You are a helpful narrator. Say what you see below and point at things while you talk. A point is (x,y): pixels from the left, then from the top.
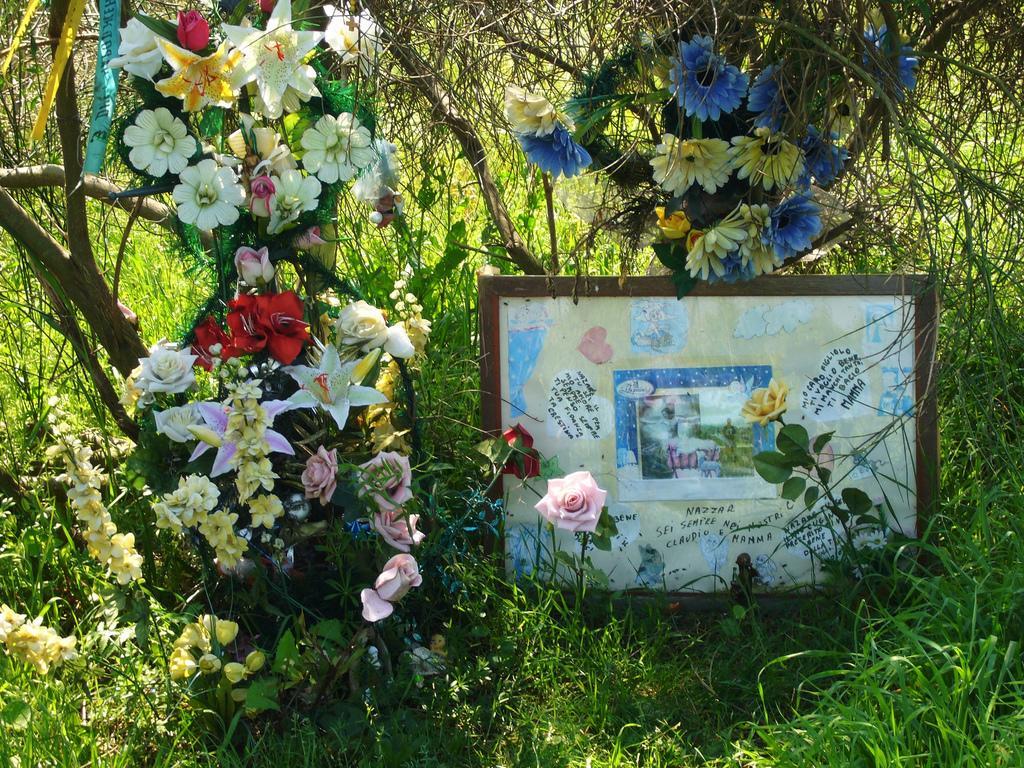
In this image we can see flowers (242,191), trees (4,197), plants (398,425) and photo frames (637,443).
